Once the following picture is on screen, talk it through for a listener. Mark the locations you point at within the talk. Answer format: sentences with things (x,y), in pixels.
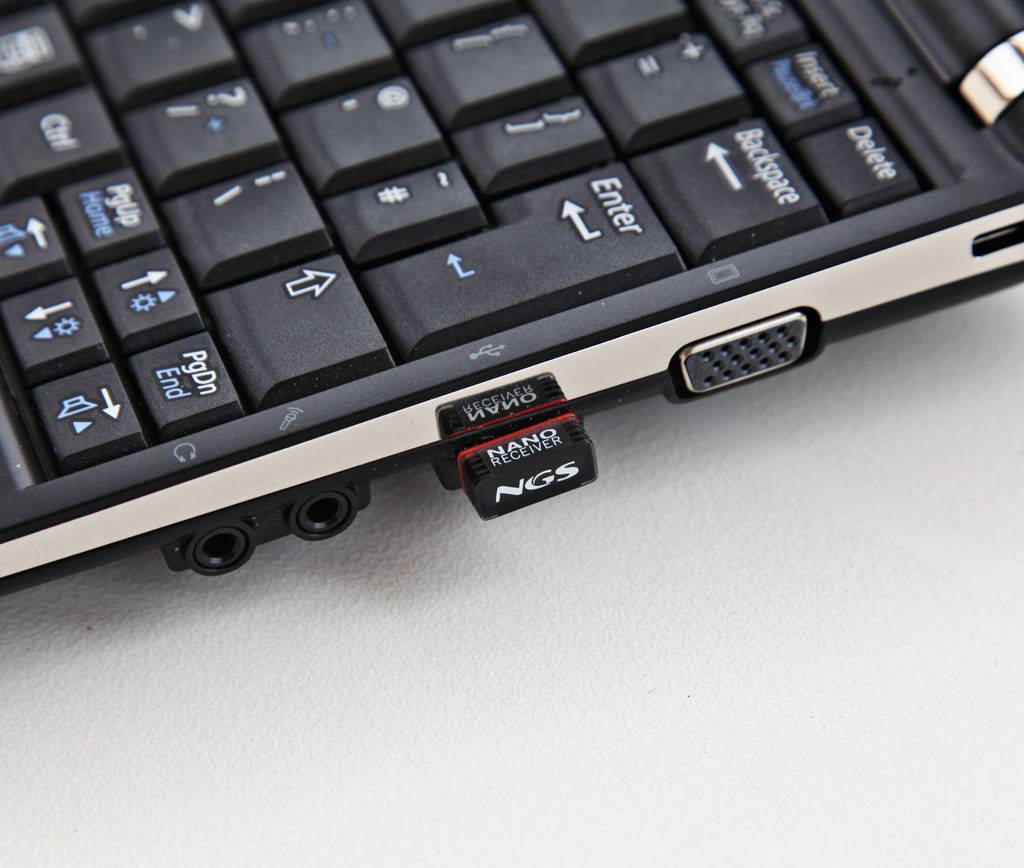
In the foreground of this image (528,250), there is a keyboard (655,185) of a laptop (854,129) and few ports (710,352) and also a receiver (509,470) connected to it.
